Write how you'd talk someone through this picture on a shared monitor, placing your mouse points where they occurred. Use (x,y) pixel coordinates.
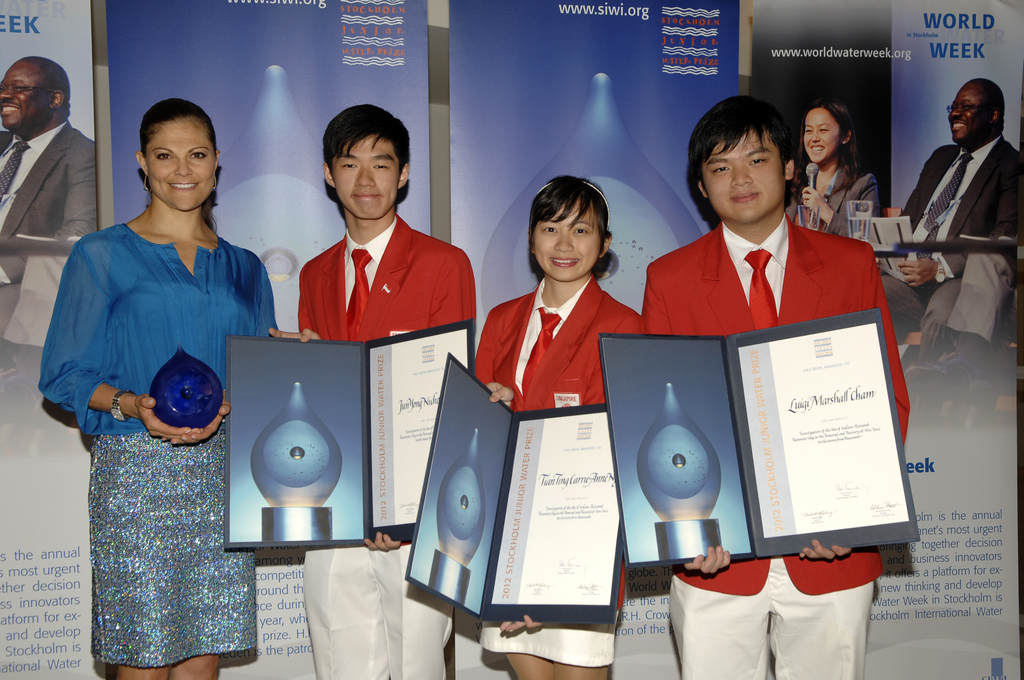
In this image there are people (663,317) standing. Left side (131,318) there is a woman (187,290) holding an object (175,385). Three people (575,272) are holding the boards (598,448) which are having some text (569,453). Behind them there are banners (925,294) attached to the wall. On the banners (405,91) there are photos (834,137) of people (825,188) and some text (295,2).
